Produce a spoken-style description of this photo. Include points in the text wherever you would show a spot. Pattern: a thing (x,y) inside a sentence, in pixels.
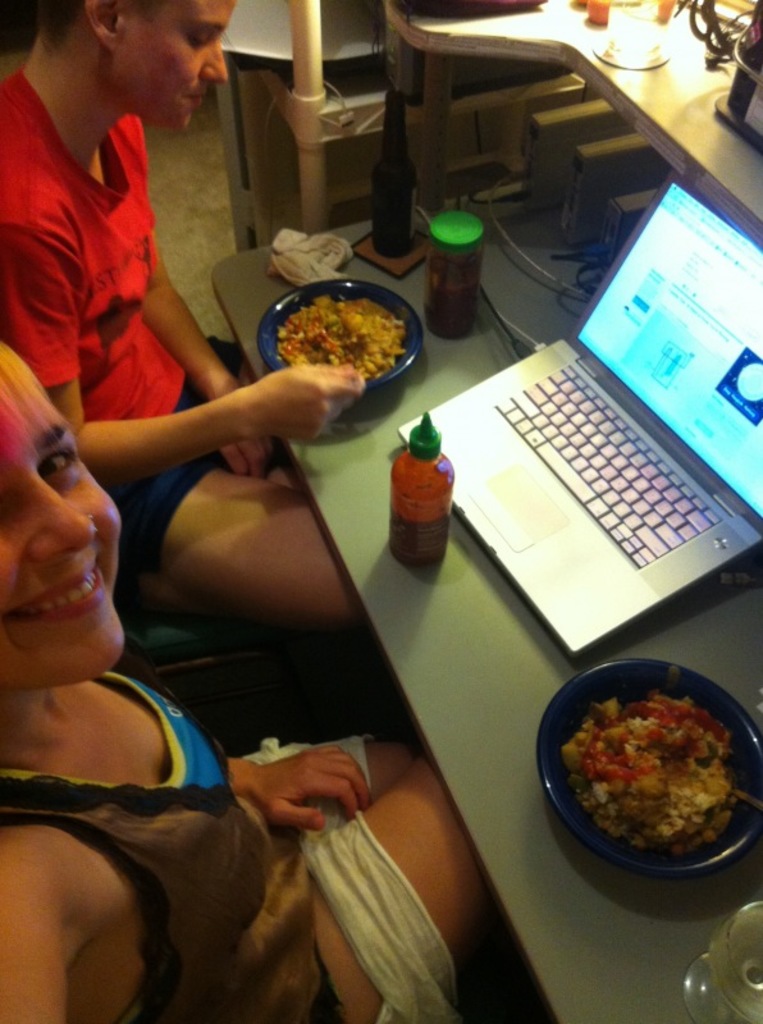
In this picture, we see a man (185,577) and a woman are sitting on the chairs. We see a woman (314,853) is smiling and she is posing for the photo. In front of them, we see a table (447,647) on which two bowls (750,761) containing the food (340,317) and spoons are placed. We see a glass bottle (410,217), a box (437,268) with a green lid (450,244), glass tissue papers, sauce bottle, laptop (535,395) and the cables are placed on the table (507,307). In the right top (750,156), we see a table (682,126) on which the cables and the objects (737,92) are placed.
